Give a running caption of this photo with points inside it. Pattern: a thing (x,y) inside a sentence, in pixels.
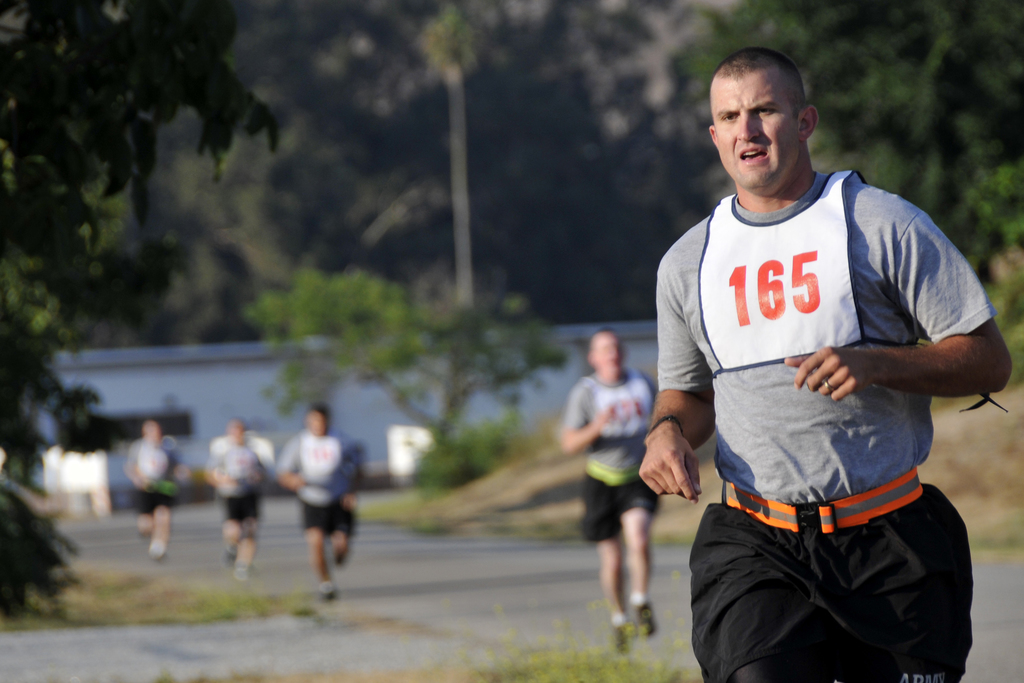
In this picture there are group of people (844,552) running on the road (677,586). At the back (150,358) there is a building (221,395) and there are trees (655,185). At the bottom (412,594) there is a road (510,613) and there is grass (579,652).
